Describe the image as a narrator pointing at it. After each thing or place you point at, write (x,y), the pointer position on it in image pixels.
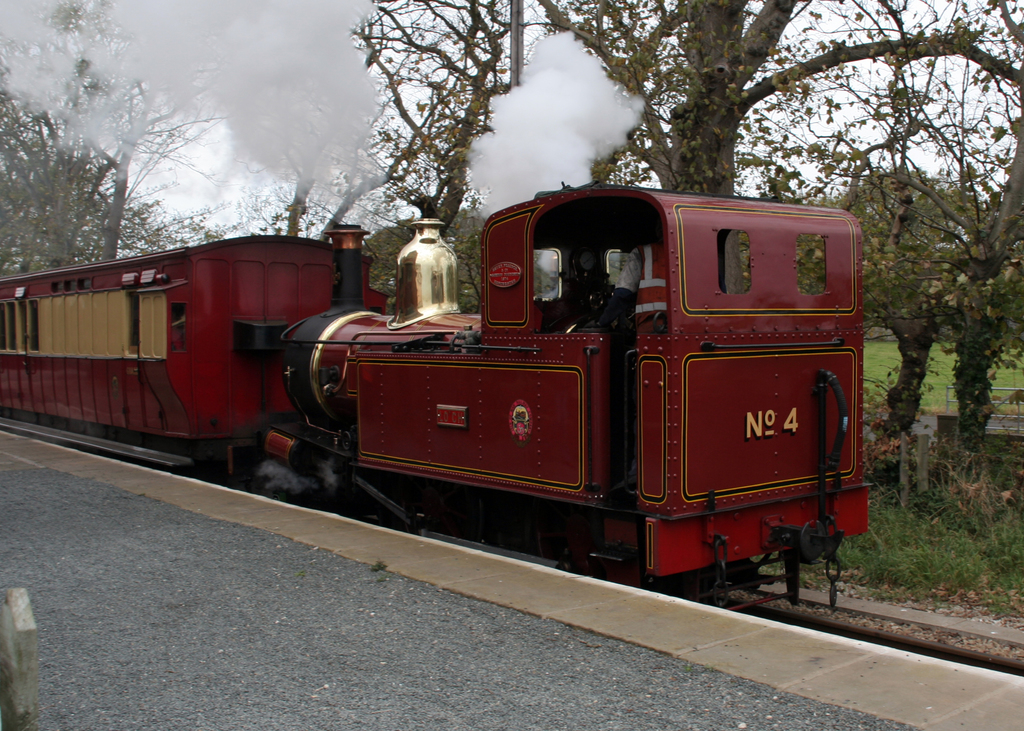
In this picture we can see a train (419,398) on the tracks (795,615), beside to the train (741,562) we can find trees (706,105).
